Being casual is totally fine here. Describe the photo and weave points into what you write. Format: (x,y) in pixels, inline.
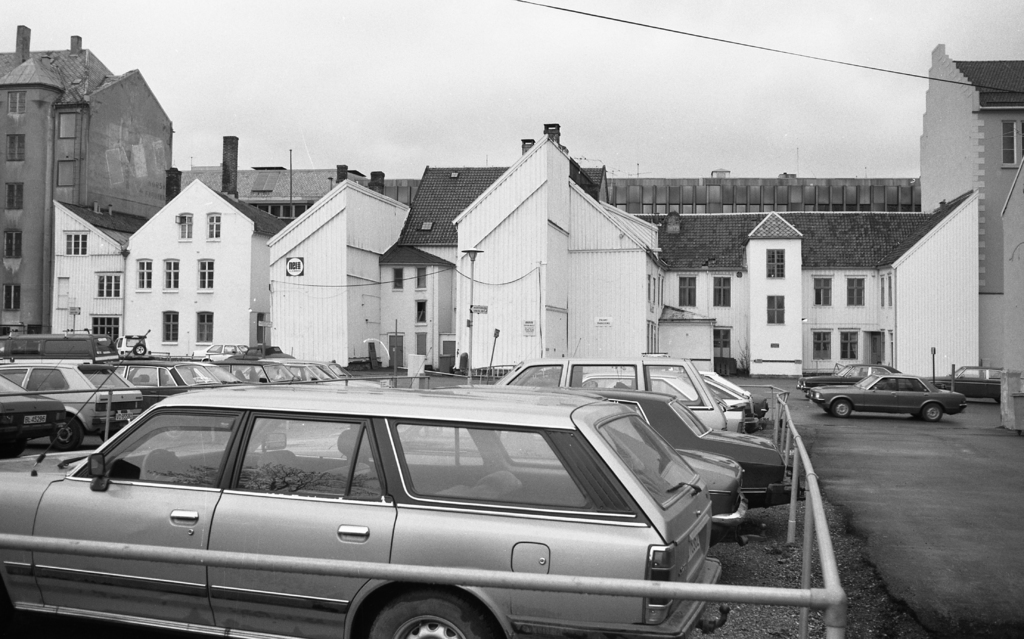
This is a black and white picture, in the front (381,393) there are cars (626,470) inside a fence (822,599) and outside on road (856,427), in the back (769,312) there are buildings (364,259) and above its sky (397,80).
